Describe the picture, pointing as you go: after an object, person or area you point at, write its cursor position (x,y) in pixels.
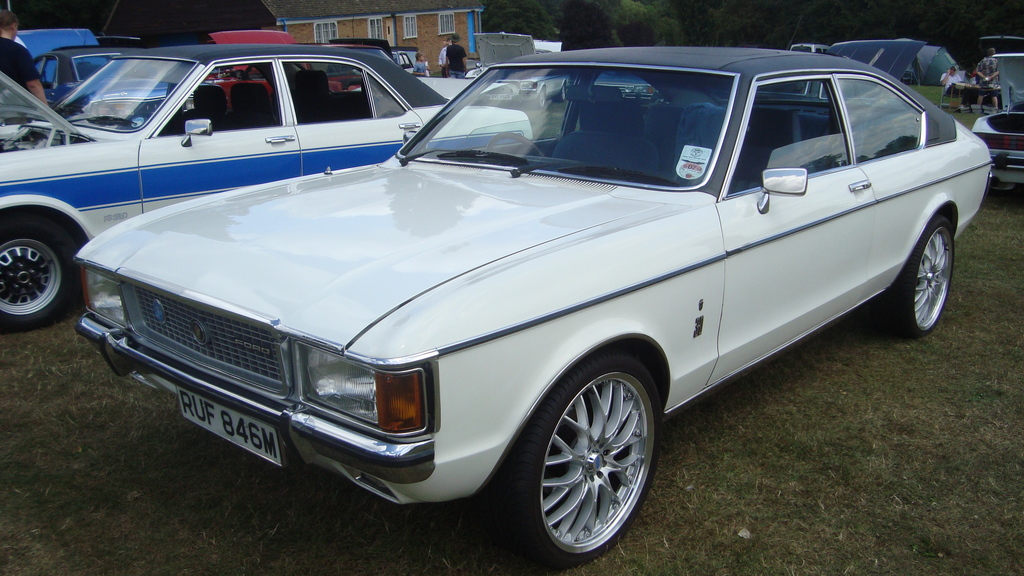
In the image in the center (421,318) we can see few vehicles (341,220). In the background (426,29) we can see trees (708,36), building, windows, pillars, wall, tents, chairs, table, few people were standing and few people (956,76) were sitting.
